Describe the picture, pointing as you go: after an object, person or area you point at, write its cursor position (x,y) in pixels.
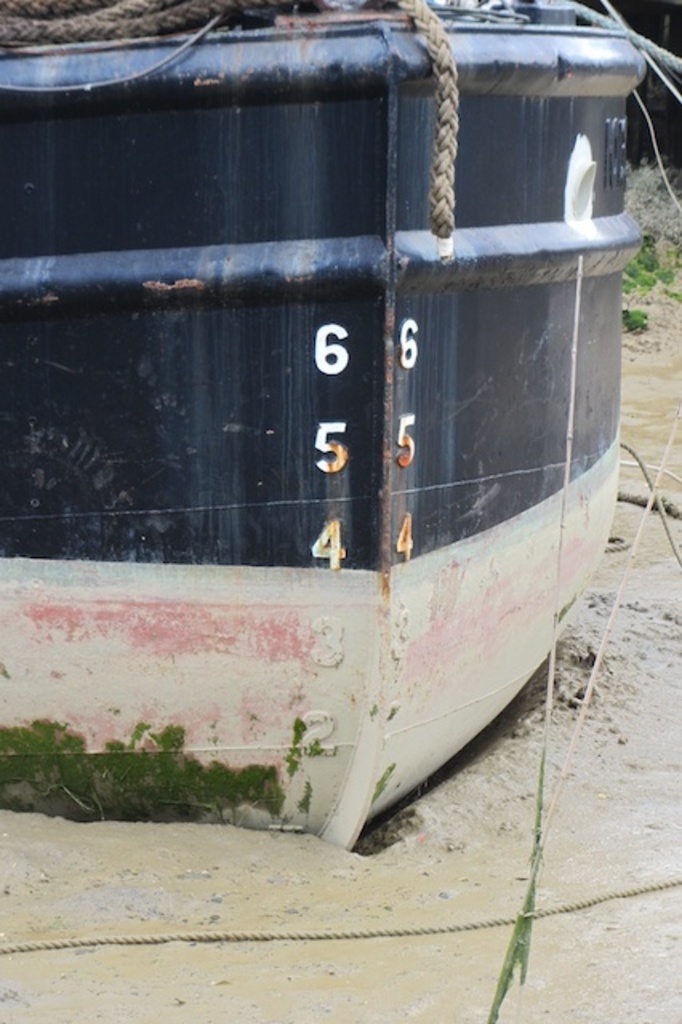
In the center of the image (429,586) we can see one boat (179,347). On the boat (270,176), we can see wires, rope (439,93) and some numbers (334,522). At the bottom of the image (423,918) we can see mud (232,921), rope (237,936) and two thin stick type objects (532,880). In the background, we can see some objects (645,179).
